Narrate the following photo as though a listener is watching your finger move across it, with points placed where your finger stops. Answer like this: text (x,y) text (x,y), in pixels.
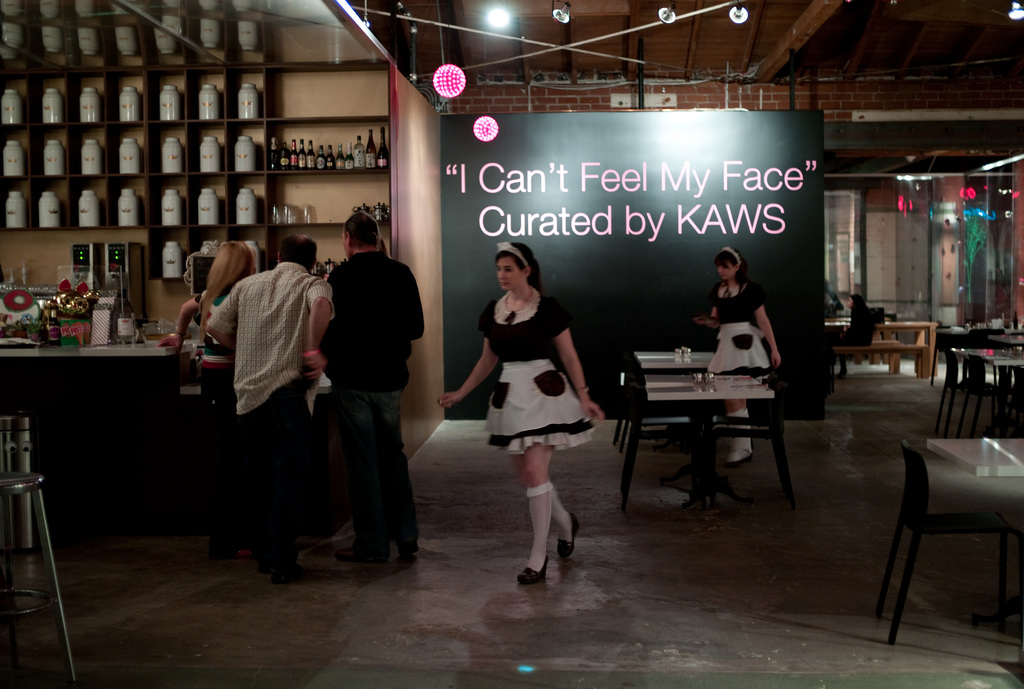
Two women (557,334) wearing white and black dress (537,387) is walking. There are three persons (310,325) standing. In the background (608,159) there is a banner (634,198). Also there is a brick wall (812,89) with lights (438,78). In the left side (223,193) there is a cupboard (196,145) with many bottles (134,212). Also there is a table (115,349) with bottles (123,317) and some other items (69,306). Near to that there is a dustbin (22,448) and a stand (32,483). There are many tables (702,392) and chairs (951,364) in this room (940,374).
